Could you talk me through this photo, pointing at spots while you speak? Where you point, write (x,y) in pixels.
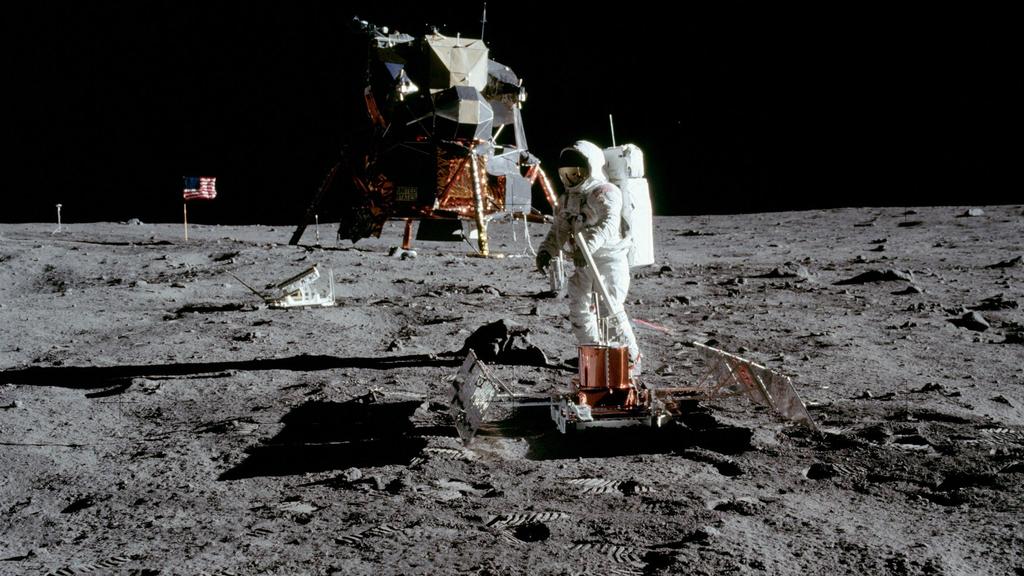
In this image, we can see a spacecraft (490,80) and person (590,194) on the surface of the ground (931,323). There is a flag (184,218) on the left side of the image (185,231). There is an equipment (580,371) in the middle of the image (453,378). At the top of the image (740,109), we can see the sky (554,79).
